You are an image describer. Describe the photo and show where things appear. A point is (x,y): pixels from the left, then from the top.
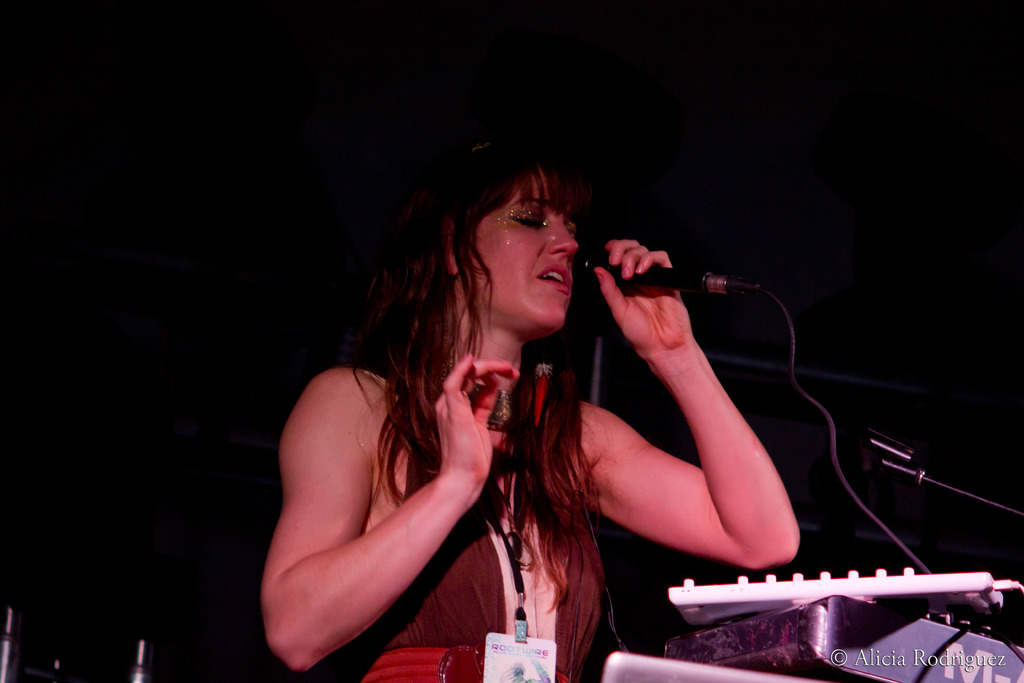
In this image we can see a lady person (351,555) wearing brown color dress (409,631) and ID card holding microphone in her hands (642,301) singing and there are some musical instruments (838,603) in front of her.
